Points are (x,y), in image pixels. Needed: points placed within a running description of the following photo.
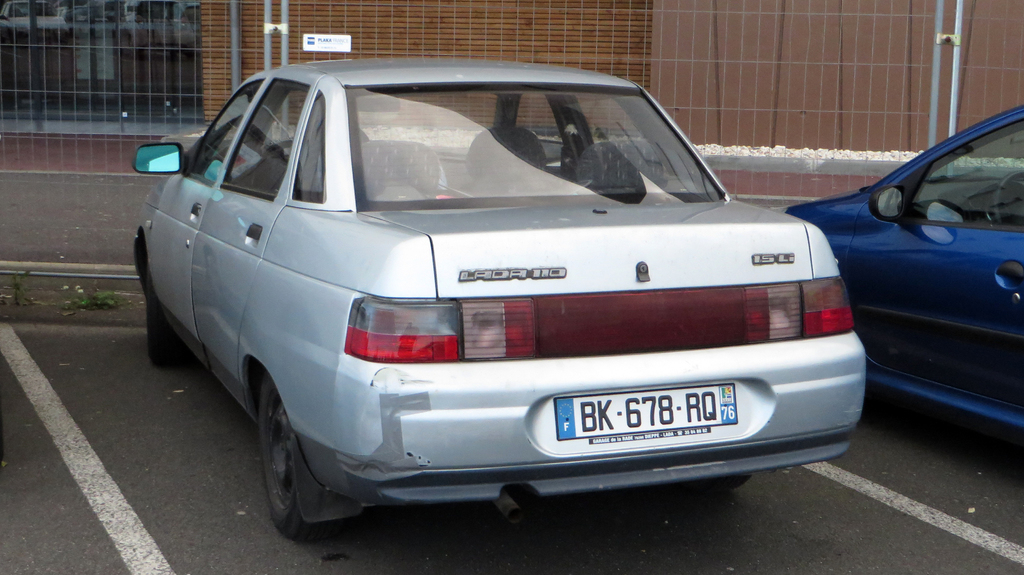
In this image two cars (816,433) are on the road (802,510). Car (557,465) is having number plate (647,414). Top of image (861,50) there is a fence (58,51), behind there is wall (561,10) having window (174,87).
